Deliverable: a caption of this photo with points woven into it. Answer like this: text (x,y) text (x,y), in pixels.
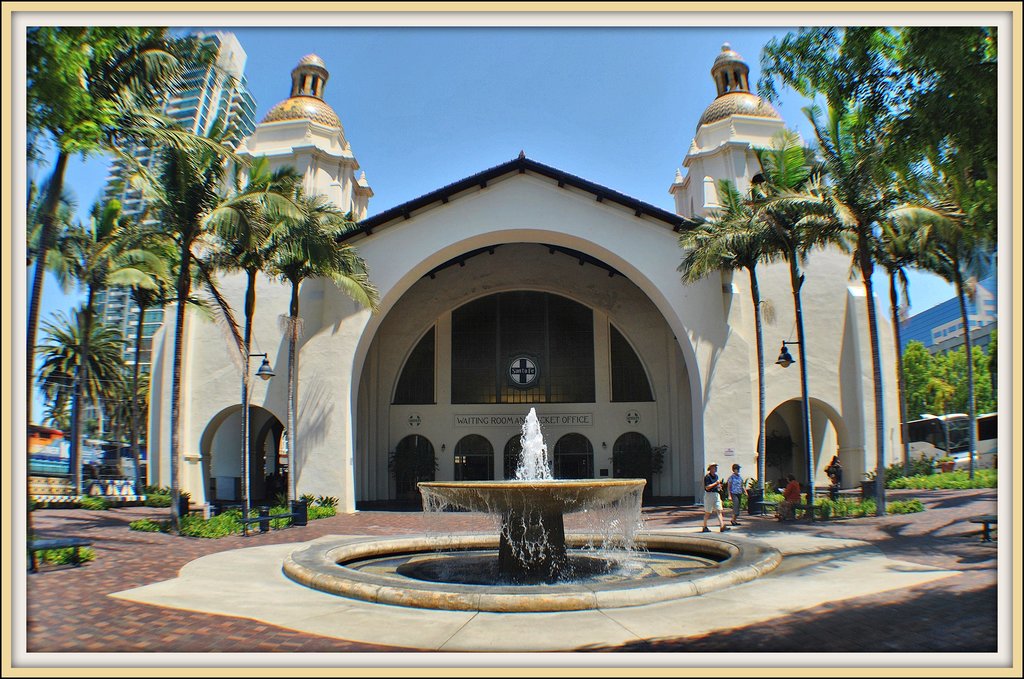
In this image there is a building (515,290) in the middle (566,421). In front of the building (558,433) there is a fountain (565,544). There are trees (97,362) on either side of it. At the top (518,98) there is the sky (518,98). There are few people (737,470) walking on the floor (831,542), on the right side (783,506). In the background (954,434) it seems like there are two buses (961,437) on the right side (957,432). On the left side (197,78) there is a tall building (216,96) in the background (221,99).
